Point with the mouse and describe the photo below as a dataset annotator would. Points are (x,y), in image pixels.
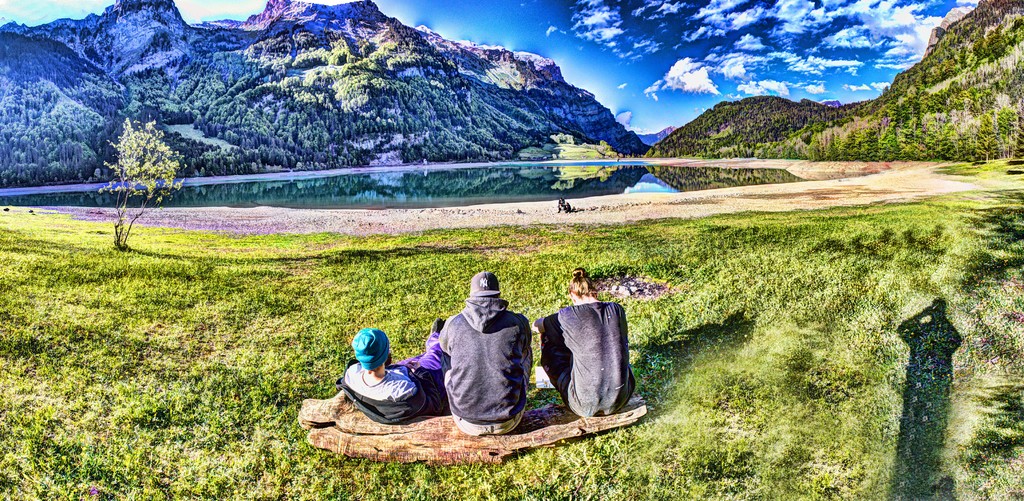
In this picture we can see the beautiful view of the nature. In the front (377,362) there are three friends (500,346) sitting on the tree trunk (394,429) which is placed on the ground (310,282). Behind there is a small water pond (299,197). In the background (458,78) we can see huge mountain (508,95). On the top (695,57) there is a sky (695,57) and clouds (680,69).
